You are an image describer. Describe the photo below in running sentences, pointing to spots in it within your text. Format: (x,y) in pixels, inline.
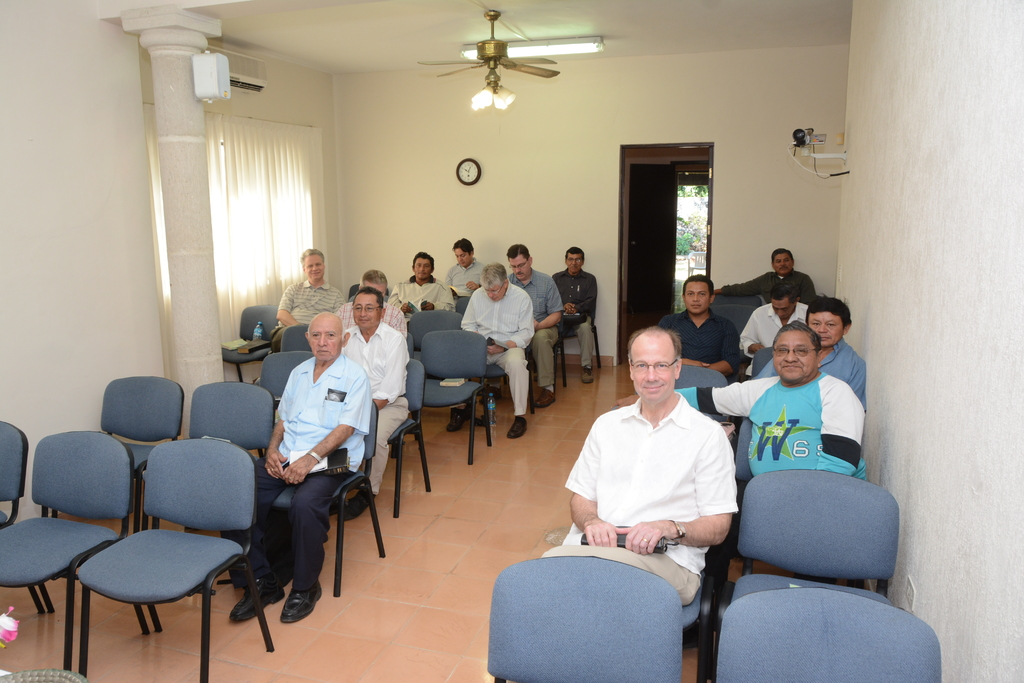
There are many people (473,318) sitting on the chairs (440,354). There are many chairs (170,506) empty here and at the right corner (784,270) person (786,270) wearing a shirt (770,284). In the left corner (312,299) There is a man (301,298) who is wearing a T-shirt (317,308) and at the left corner (210,197) there is a curtain (271,198) on the top (487,68) there is a fan (492,62) and in the middle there is a wall clock (472,170) and the man (306,533) who is sitting in the front (324,402) row he is wearing shoes (305,594) and he is wearing watch (317,457).
